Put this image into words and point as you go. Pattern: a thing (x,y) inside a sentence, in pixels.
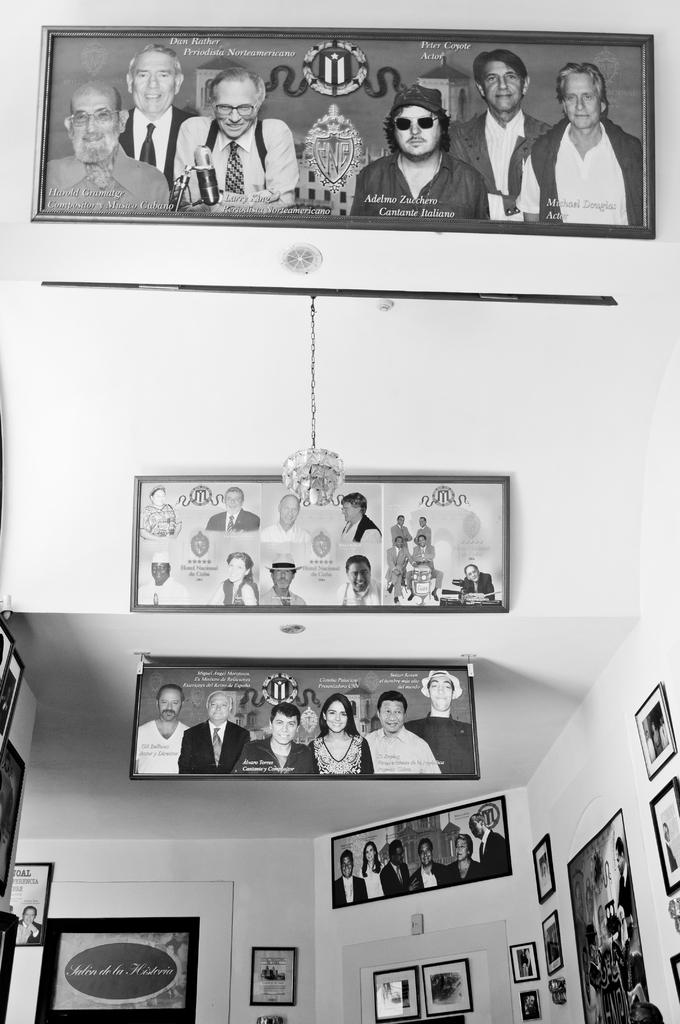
In this image it looks like inside of the building (329,284). And there is a wall (403,898), on that wall (410,948) there are photo frames (343,229) attached to it. And there is a light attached to the rod (386,295).
